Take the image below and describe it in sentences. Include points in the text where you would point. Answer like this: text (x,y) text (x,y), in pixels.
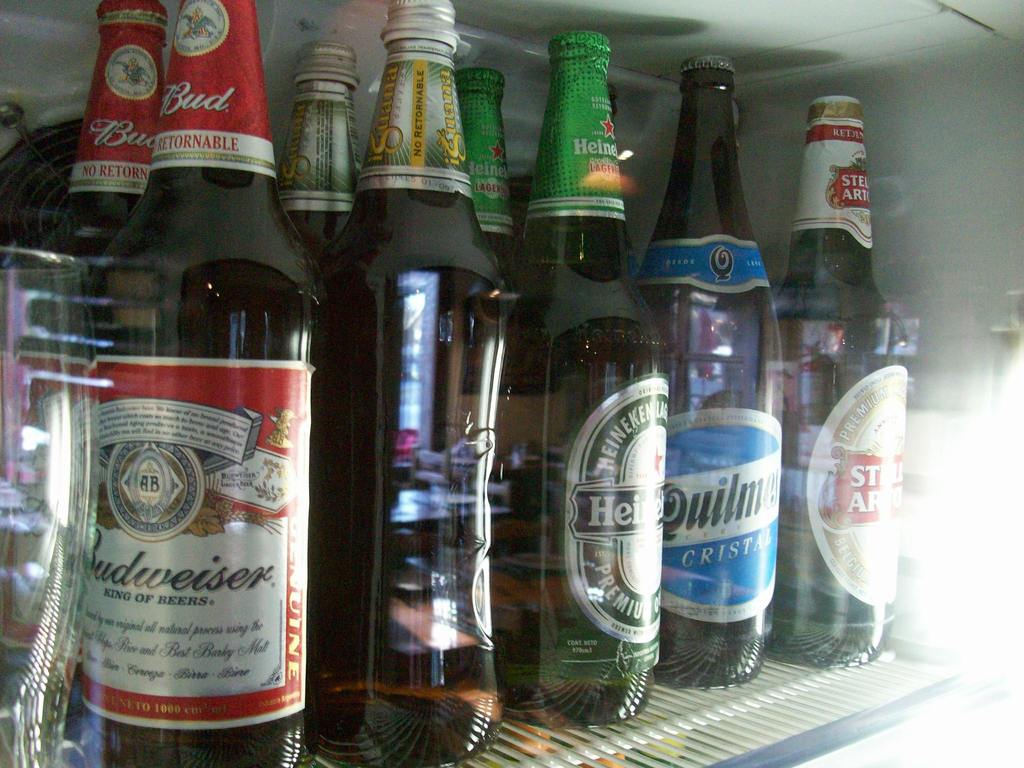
in this image many bottles (672,375) are keeping on the fridge (659,189).
